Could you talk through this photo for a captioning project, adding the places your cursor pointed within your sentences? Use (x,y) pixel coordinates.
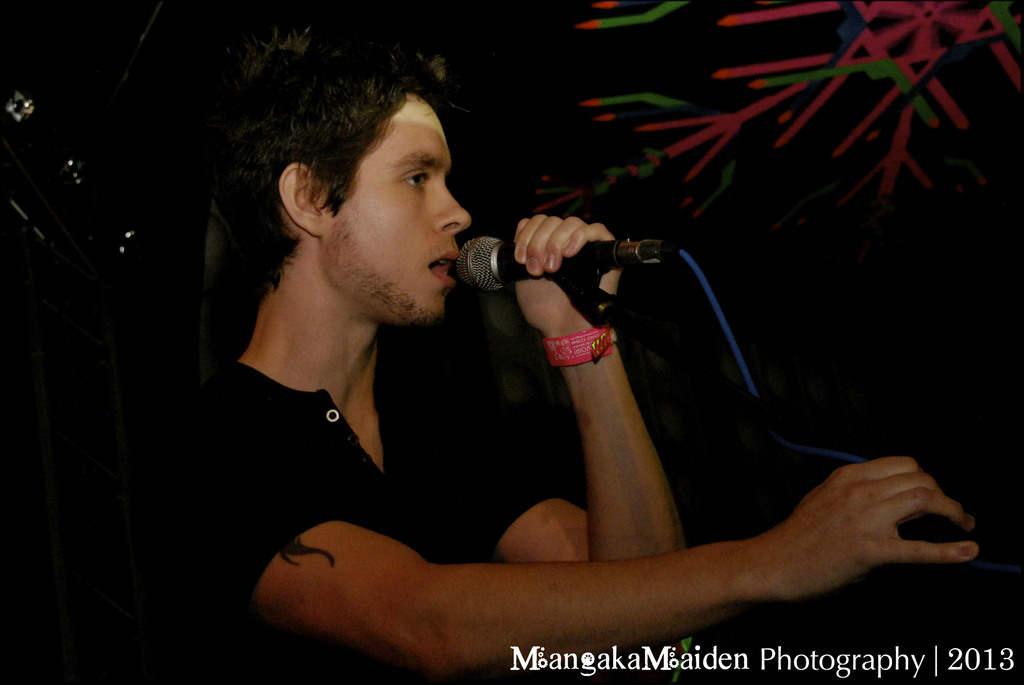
In this image I can see person (543,299) is holding mic (573,258). He is wearing black color dress (297,491). Background (576,95) is black in color.
